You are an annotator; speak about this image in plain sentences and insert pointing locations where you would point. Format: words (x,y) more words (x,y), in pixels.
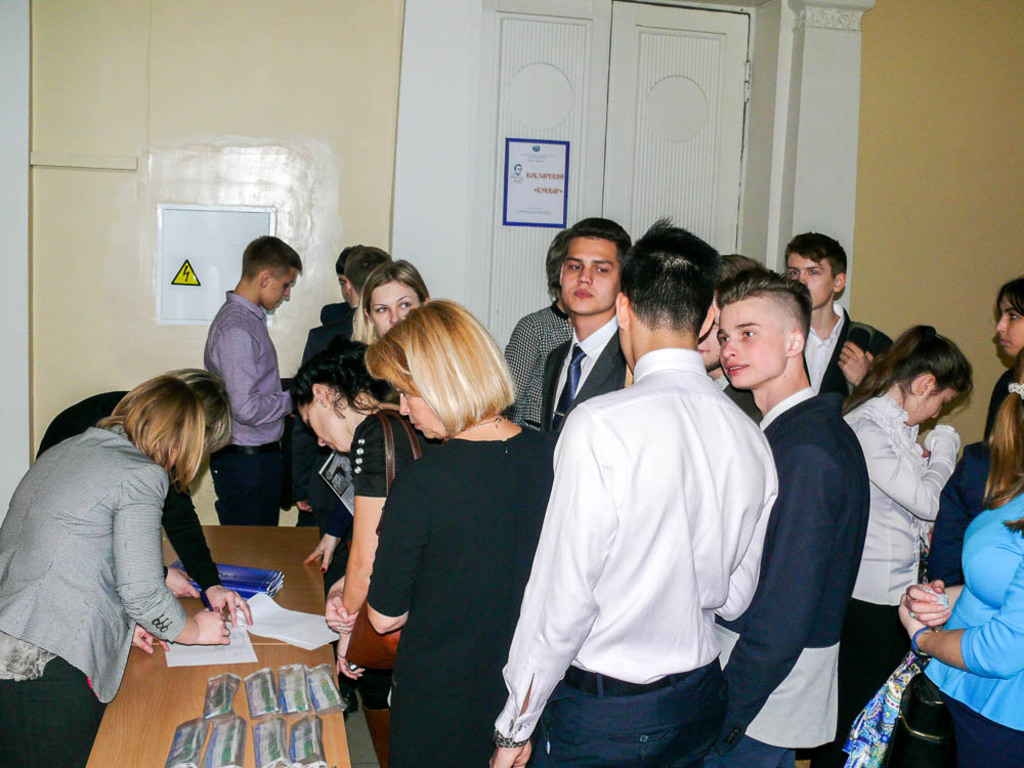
In this picture we can see a group of people (470,531) standing on the floor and in front of the people (139,470) there is a table (153,689) and on the table (198,673) there are papers (230,661) and other things (230,757). Behind the people (201,445) there is a wall (318,73) and a door (580,147).
